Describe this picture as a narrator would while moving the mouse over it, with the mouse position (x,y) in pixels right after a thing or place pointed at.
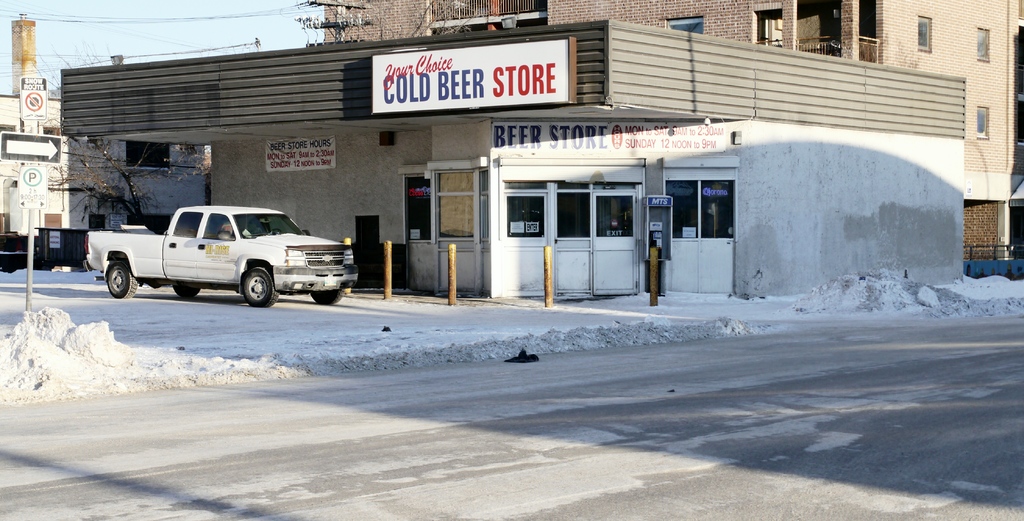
In this image I can see the vehicle (274,287) in white color and I can see the person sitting in the vehicle (194,231). In the background (621,266) I can see the store (570,241) and the board (517,143) attached to the store (481,128), few buildings (372,36), poles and I can also see the electric pole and the sky (169,25) is in blue color.
